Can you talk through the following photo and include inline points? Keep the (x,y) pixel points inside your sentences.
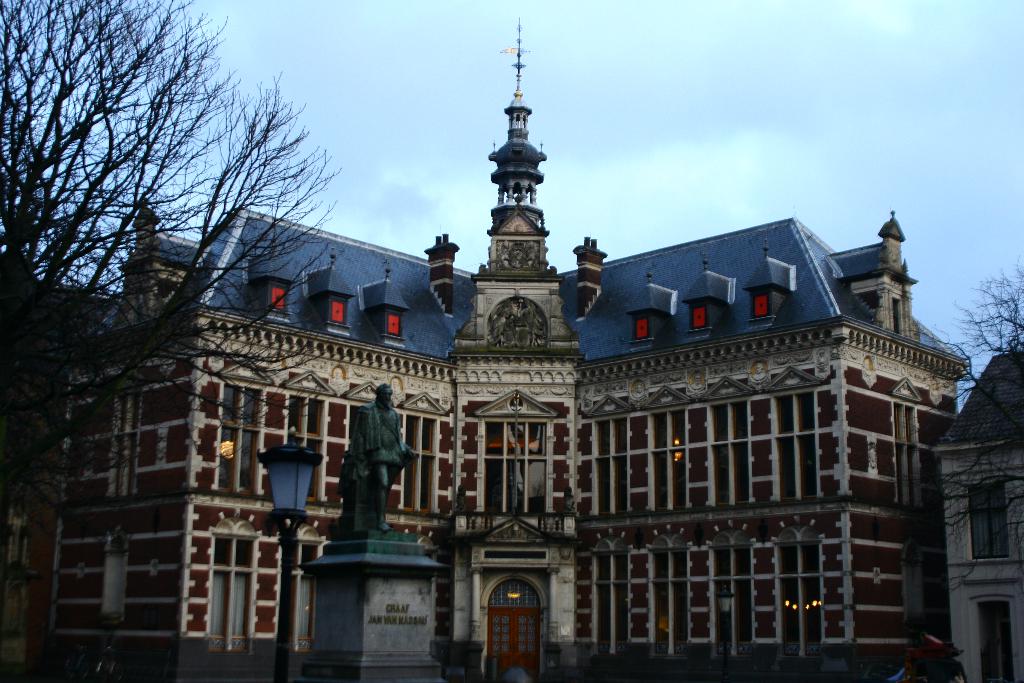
In this image, we can see a building (503,333) and there are lights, a pole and a statue (350,454) and we can see a bike (932,654). At the top (741,65), there is sky (731,130).
